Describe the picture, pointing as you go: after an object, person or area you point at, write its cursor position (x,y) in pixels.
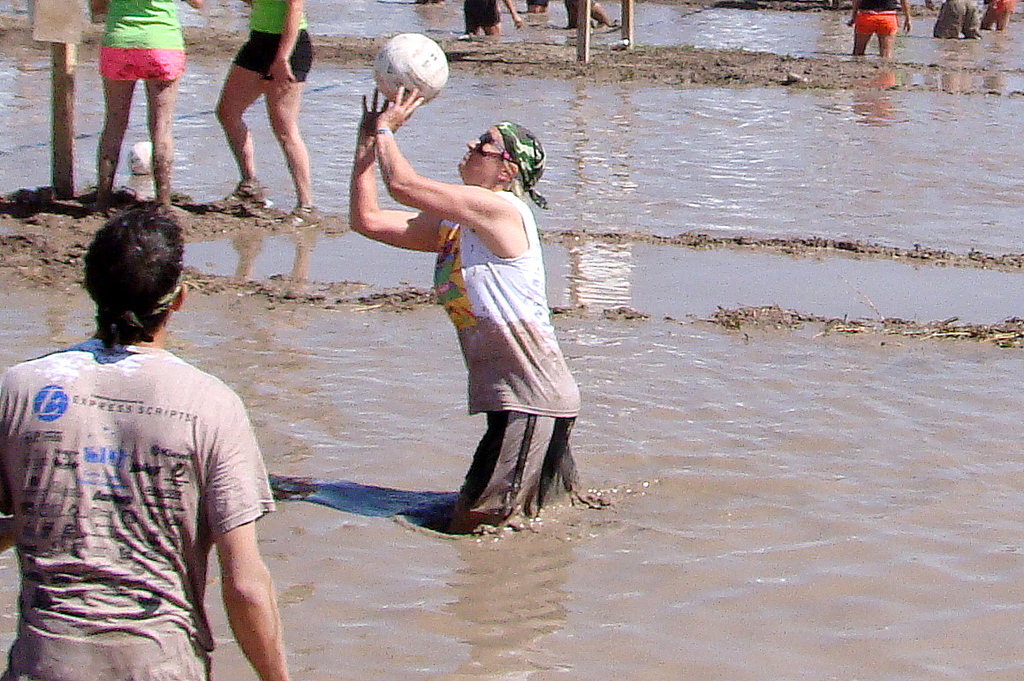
In the foreground of this image (85,265), there are persons (169,121) standing in the mud water (462,558) and also a man (493,264) throwing a ball (422,65). In the background (852,26), there are persons (474,17) standing in the mud water (787,40) and we can also see two wooden poles (629,22).
